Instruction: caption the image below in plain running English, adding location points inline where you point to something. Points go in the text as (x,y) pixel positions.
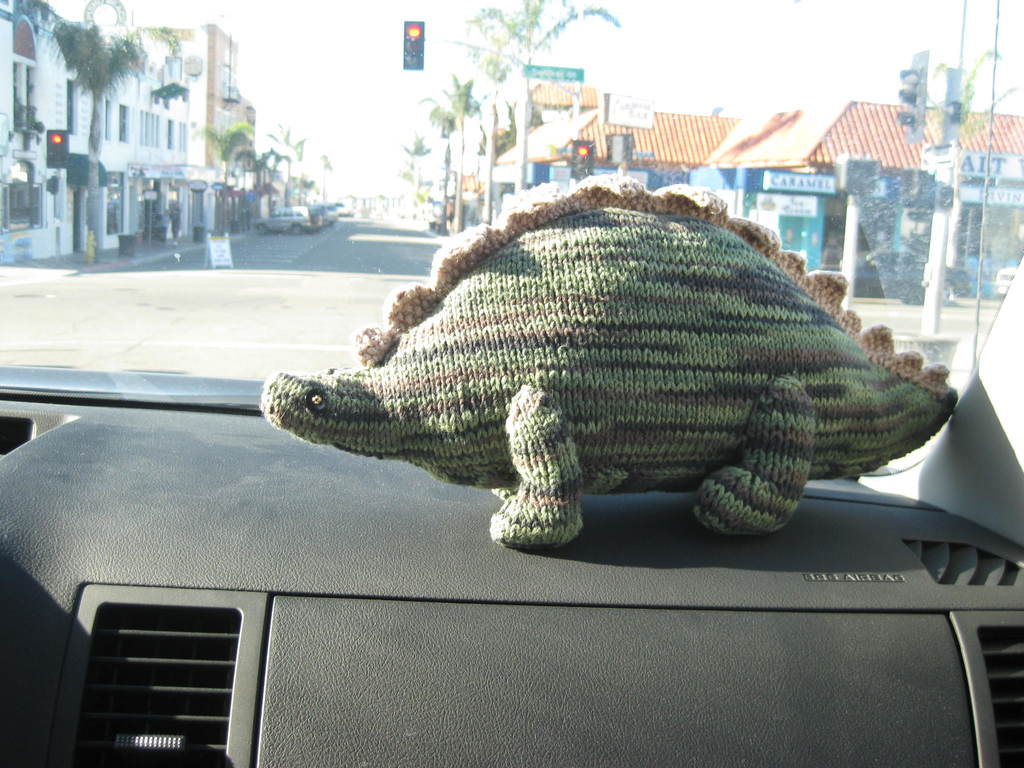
In this image there is the sky (371,1) towards the top of the image (396,12), there are buildings (85,103) towards the left of the image (137,156), there are buildings (820,159) towards the right of the image (795,183), there are trees (471,111), there are poles (936,142), there are traffic lights (63,131), there is road (340,293), there are vehicles (311,216) on the road (264,253), there is a board (228,252) on the road (339,228), we can see inside view of a vehicle (532,711), there is an object (455,423) that looks like a woolen toy (668,419).
